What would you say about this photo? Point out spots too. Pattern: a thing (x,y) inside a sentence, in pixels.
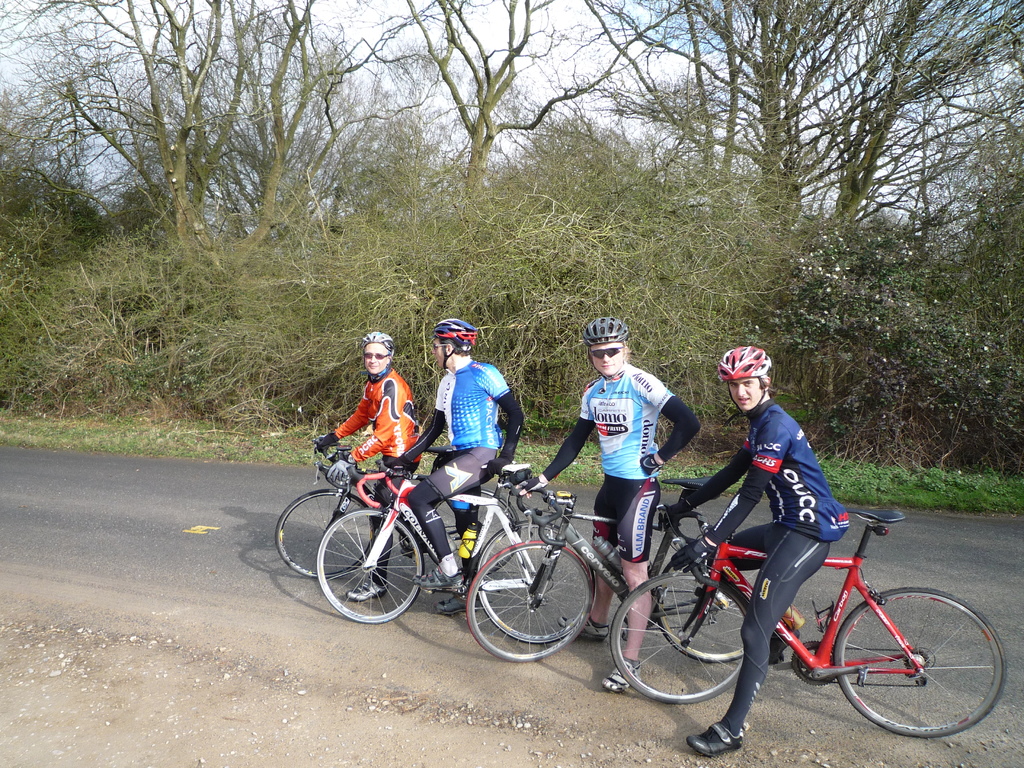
In this picture we can see a few people (475,412) on the bicycles (346,455). There is a road (95,513). Some plants (54,406) are visible on the path (115,427). Few trees (48,132) are visible in the background (48,132).
